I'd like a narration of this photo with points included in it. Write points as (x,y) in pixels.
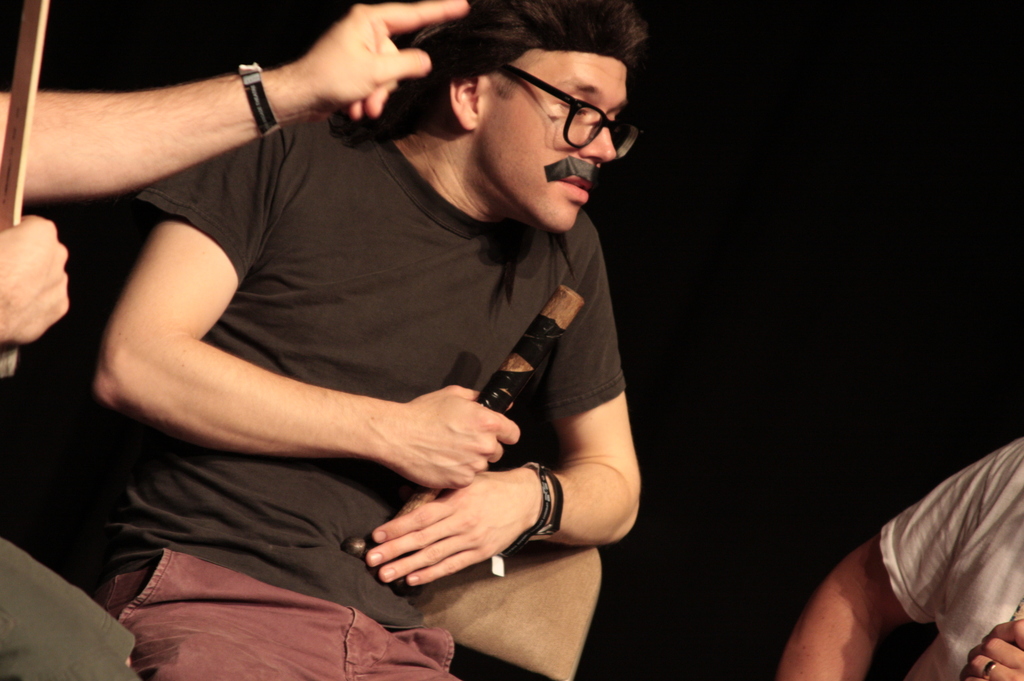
Here we can see three persons (584,456). In the middle (443,440) we can see a person (431,347) holding a stick (418,497) and he wore spectacles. There is a dark background (83,574).
